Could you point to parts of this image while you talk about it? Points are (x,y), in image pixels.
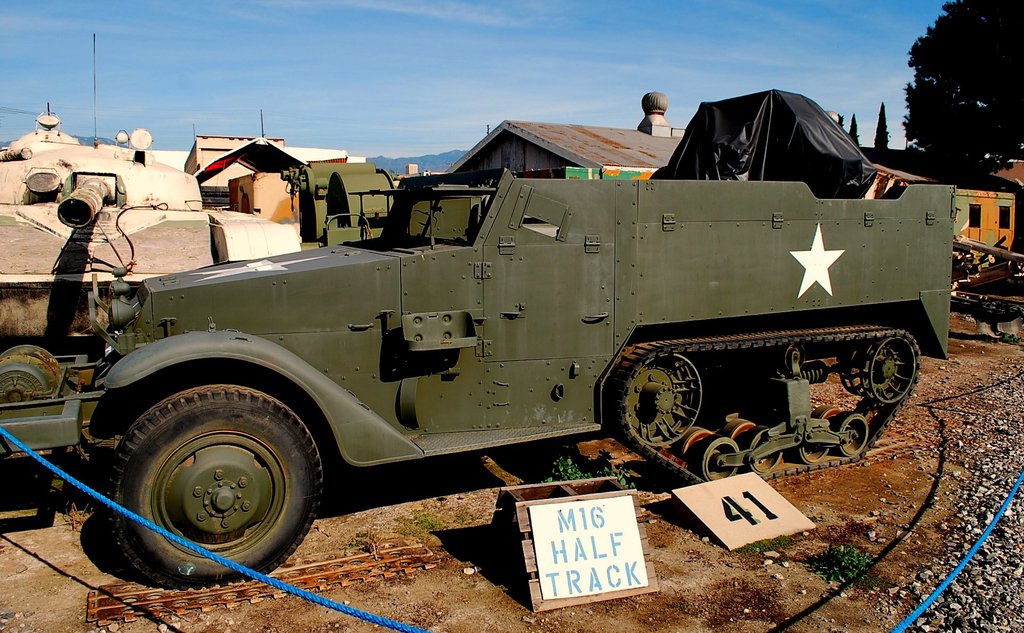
In this image we can see motor vehicles (709,271) placed on the ground (790,568), shrubs (838,547), stones (995,541), pipelines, ropes (101,494), building (626,154), trees (928,115) and sky (447,90) with clouds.
